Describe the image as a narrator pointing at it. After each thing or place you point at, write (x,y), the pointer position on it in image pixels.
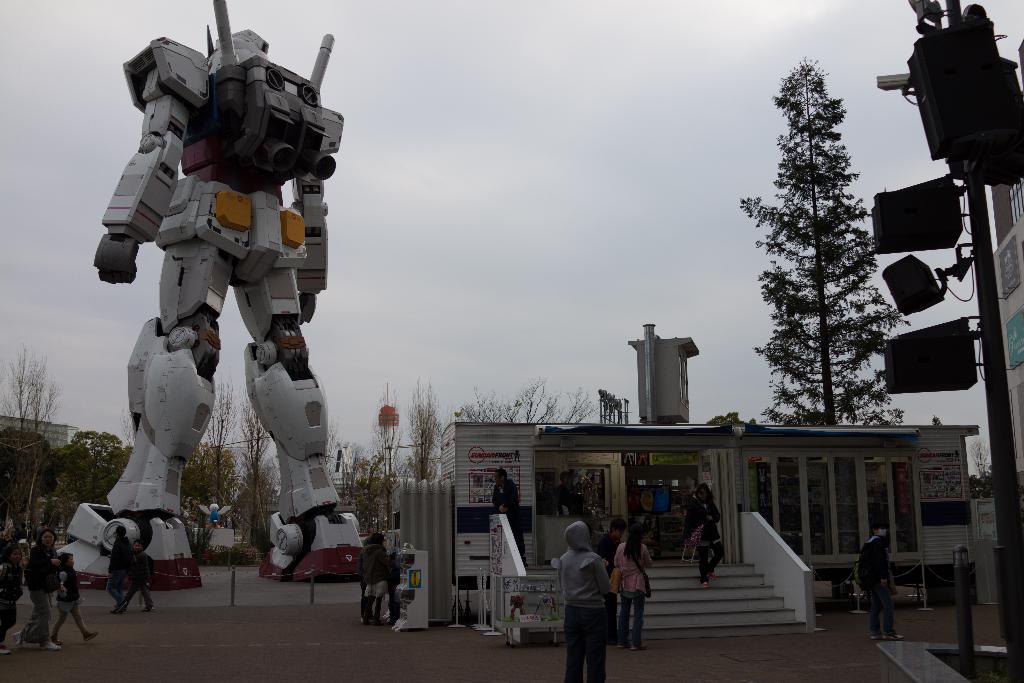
In this picture there are people (708,501) and we can see robot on the road (237,581), poles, devices (965,356), store (578,508), steps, boards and trees (977,490). In the background of the image (118,415) we can see wall (60,439) and sky (645,205).
